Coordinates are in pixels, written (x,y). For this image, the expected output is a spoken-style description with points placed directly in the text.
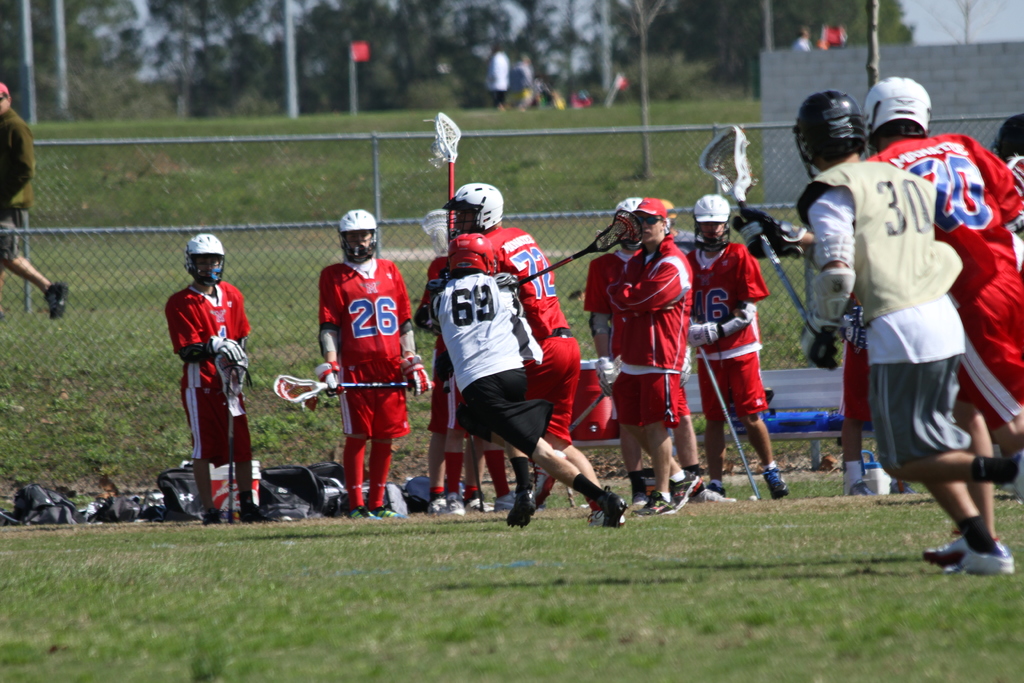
In the middle (369,239) few people (565,390) are standing, they wore red color t-shirts (621,350), shorts (576,371). On the right side (900,271) a man (907,413) is running, he wore white color t-shirt (871,329) and black color helmet (809,157). At the back side (572,65) there are trees (485,82) in this image.
